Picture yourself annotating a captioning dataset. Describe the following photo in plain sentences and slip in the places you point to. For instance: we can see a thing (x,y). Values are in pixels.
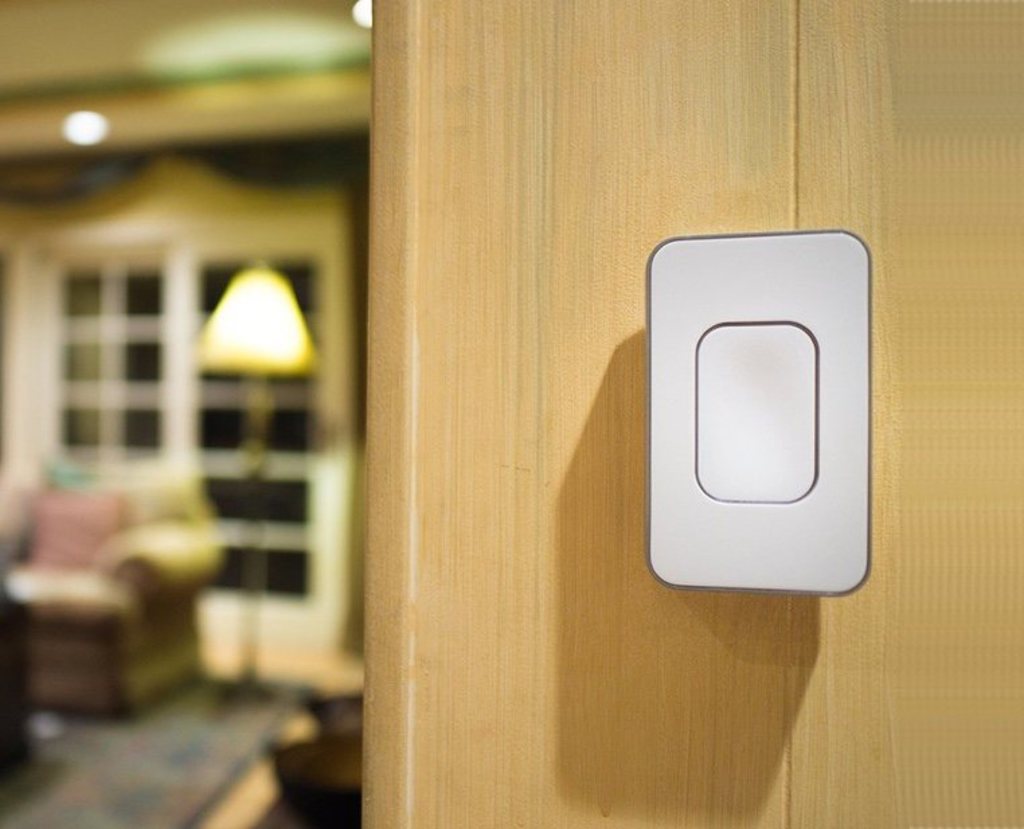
This picture we can see wooden door (400,633) on which white color touch panel bell (673,466) is placed. Behind we can see white color wardrobe (242,635) with standing light (255,480) and a sofa (30,632) beside it. In front bottom side we can see a carpet (164,751) with wooden flooring (256,776).
